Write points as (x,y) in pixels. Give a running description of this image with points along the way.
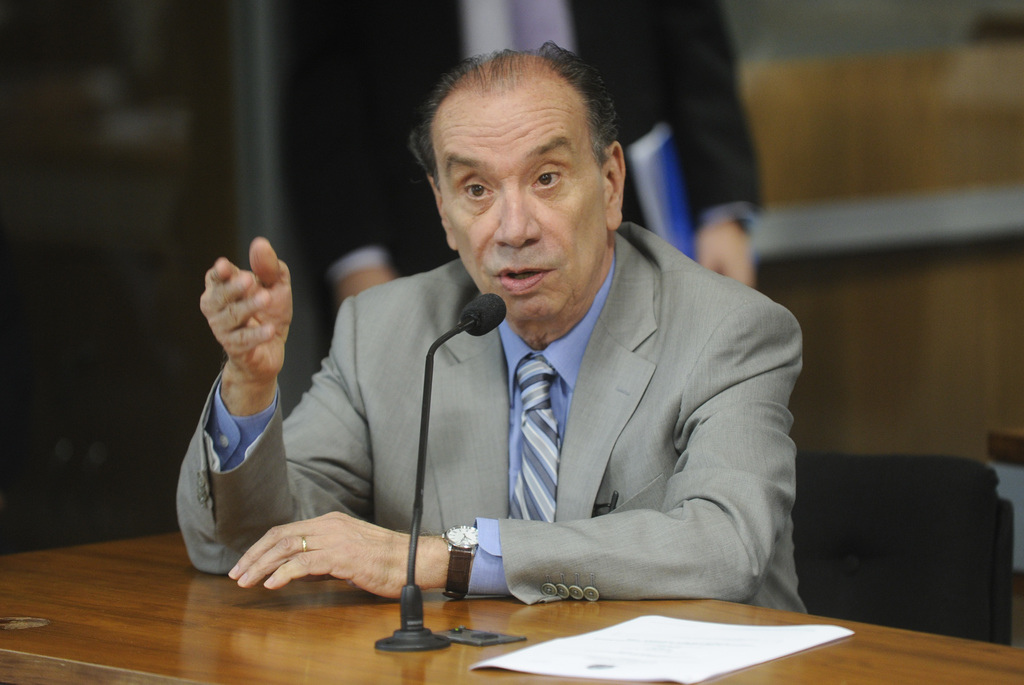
In this image we can see a man (695,393) sitting in the chair (877,526), keeping his hand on the table (715,604) and speaking to the mic (440,638). Other than this we can also see another person (712,60) and a paper (767,647) in the image.
